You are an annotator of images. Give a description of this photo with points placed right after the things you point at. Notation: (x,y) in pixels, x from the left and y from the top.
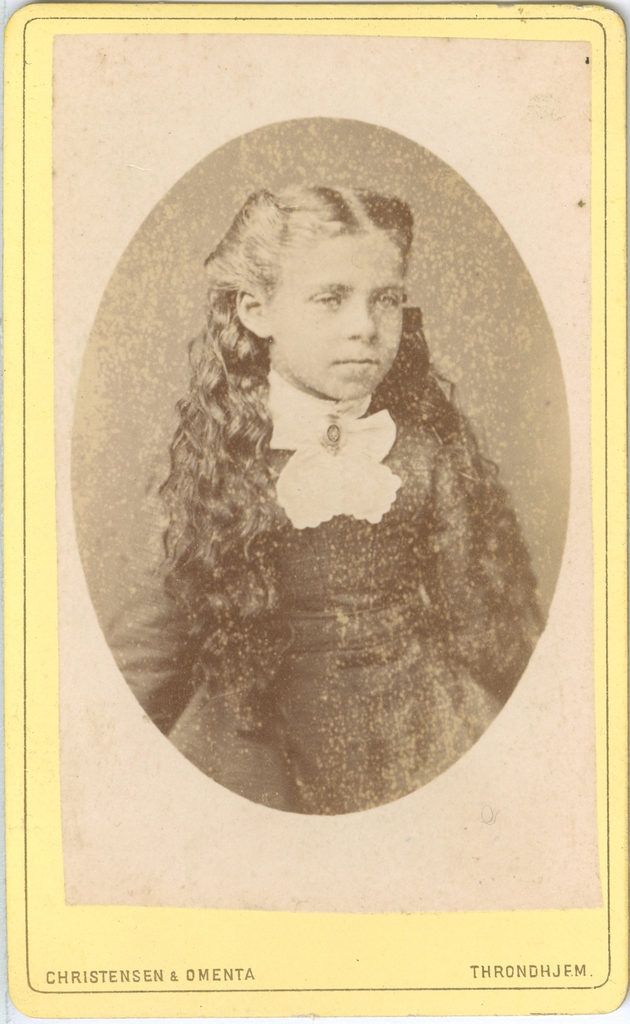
In this image we can see photo (385,477) of a person (392,557). At the bottom (111,976) there is text (505,972).
